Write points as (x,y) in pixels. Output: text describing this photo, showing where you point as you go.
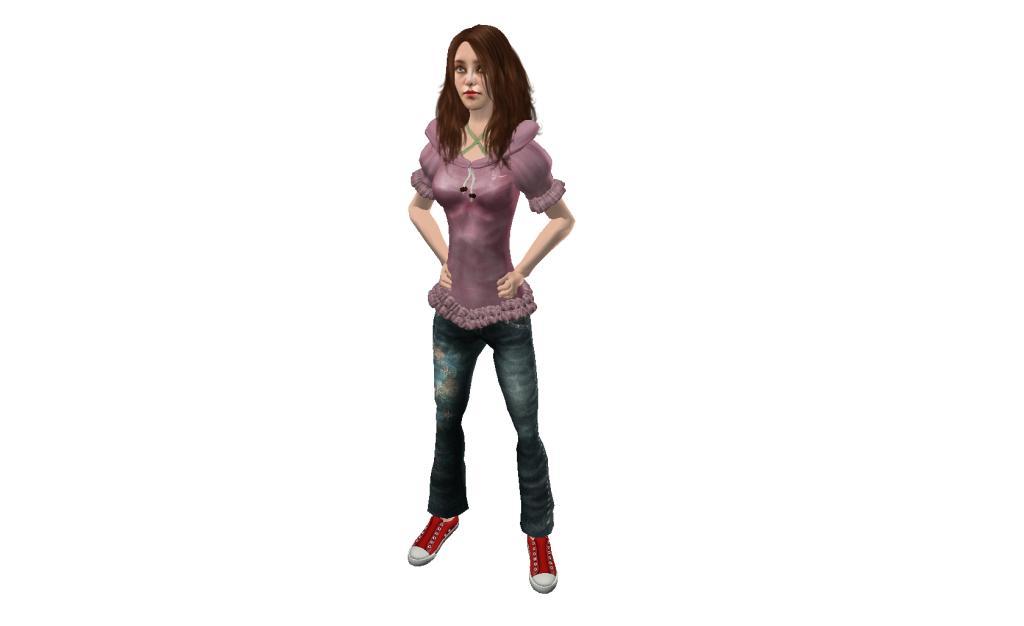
In this image we can see a doll (534,351) wearing jeans (509,327) and top (501,228).
